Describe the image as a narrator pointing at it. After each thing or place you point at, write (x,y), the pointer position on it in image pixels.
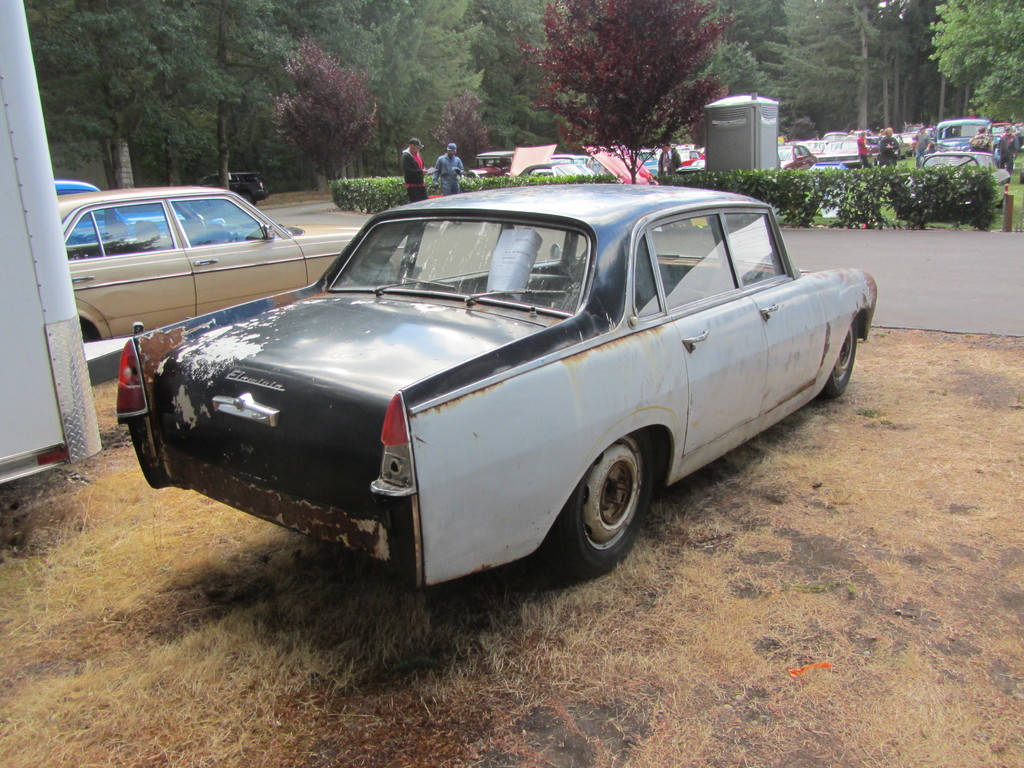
In this image we can see the cars (423,222) on the side of the road (891,240). Here we can see two men (449,183) walking on the road (843,243). Here we can see the plants (973,213) on the side of the road (887,253). In the background (812,155), we can see the cars (989,164) and a few people (1007,155). In the background (999,111), we can see the trees (866,119).
